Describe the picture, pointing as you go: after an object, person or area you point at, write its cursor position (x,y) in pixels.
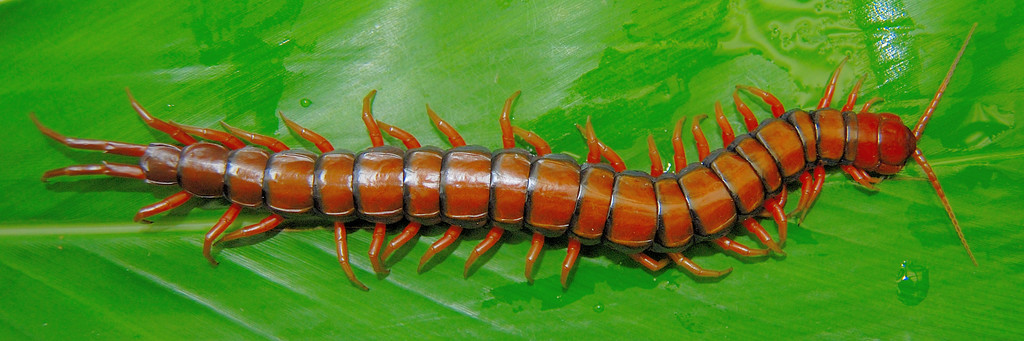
In this image, we can see a centipede (645,198) and water droplets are on the leaf (482,11).
